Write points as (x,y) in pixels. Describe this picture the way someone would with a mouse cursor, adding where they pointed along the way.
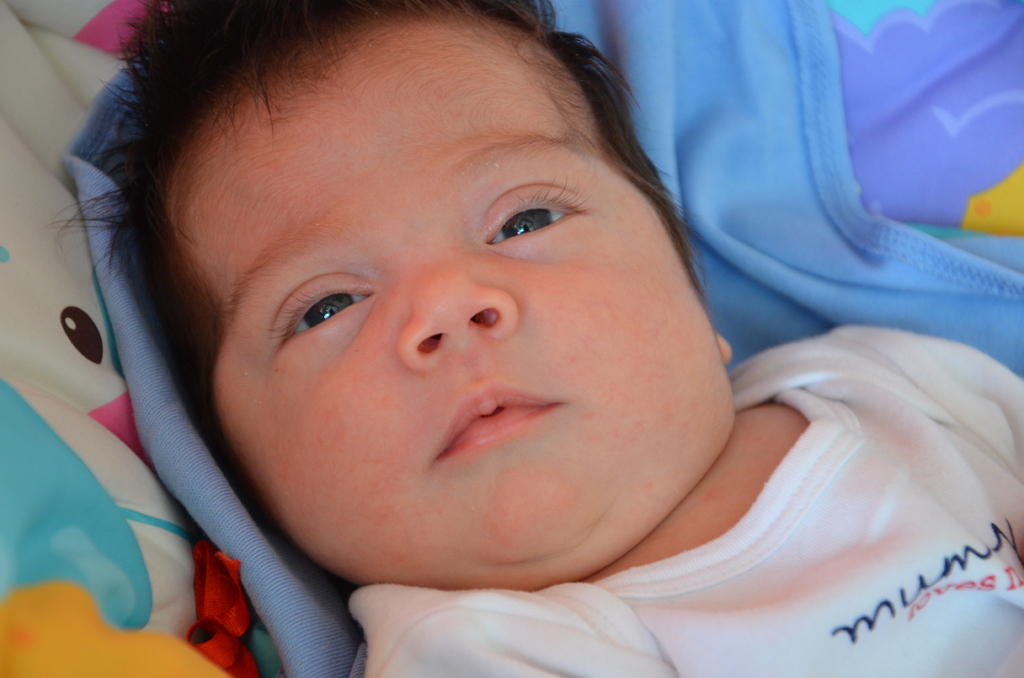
In this image there is a baby (677,266) on the bed (76,623).
